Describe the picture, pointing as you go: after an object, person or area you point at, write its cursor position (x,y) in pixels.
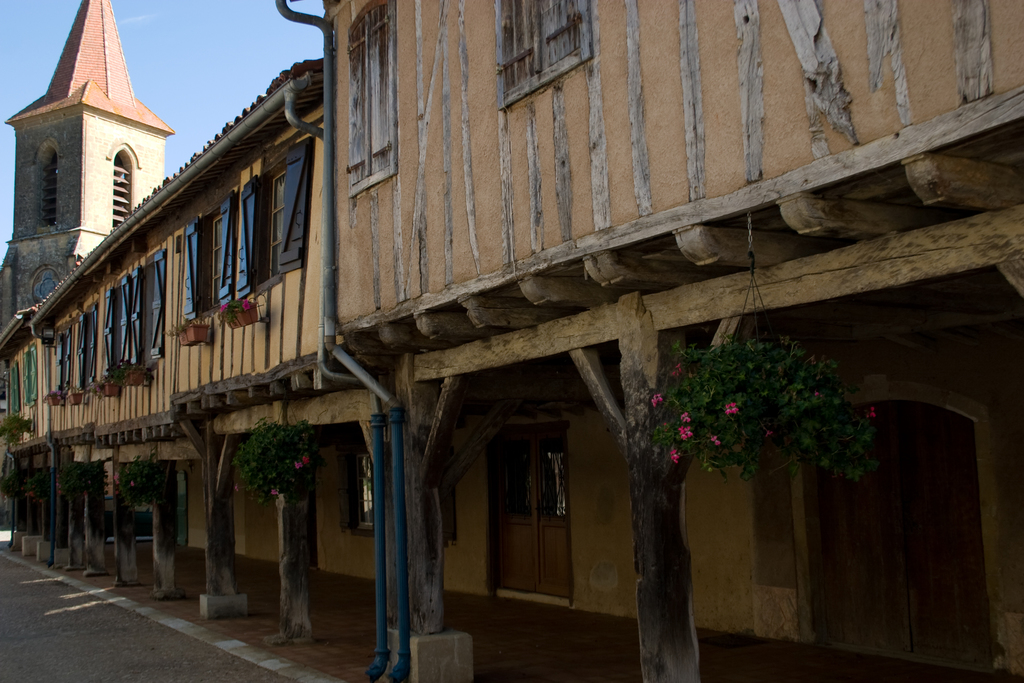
In this image I can see a building (192,248), number of plants (23,420), windows (509,73), few pipes (376,543), few doors (557,561) and the sky (191,55) in the background (219,29).
